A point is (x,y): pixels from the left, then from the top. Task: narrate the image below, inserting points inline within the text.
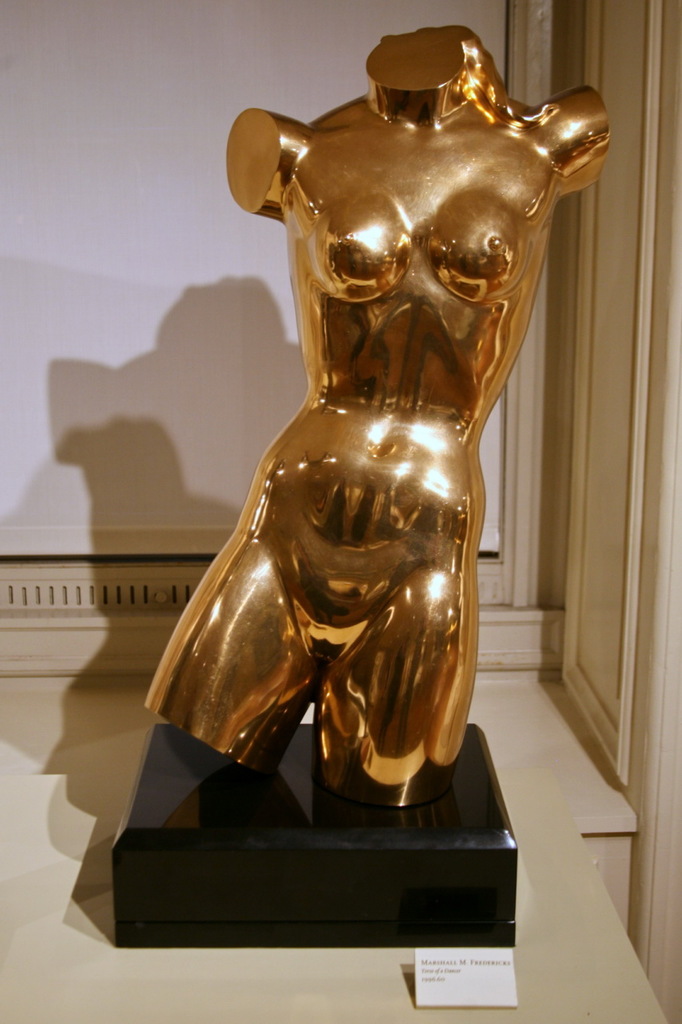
In this image there is a statue (328,466), in front of the statue (348,707) there is a descriptive note (483,961), behind the statue (367,482) there is a wall (276,426).
